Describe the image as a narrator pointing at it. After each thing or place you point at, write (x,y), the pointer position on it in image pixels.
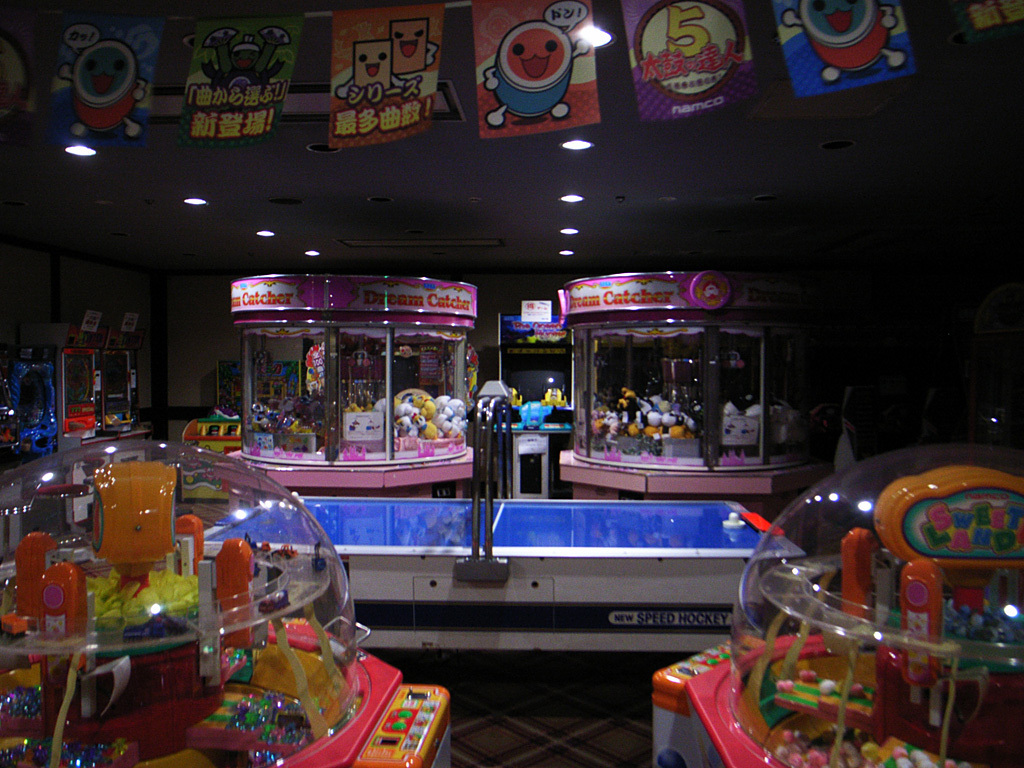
In this picture it looks like a game zone (548,579) for kids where there are many games (514,572) & toy machines (239,585). At the top (986,23) we can see pictures (541,52) hanging from the ceiling (345,239) and there are lights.
